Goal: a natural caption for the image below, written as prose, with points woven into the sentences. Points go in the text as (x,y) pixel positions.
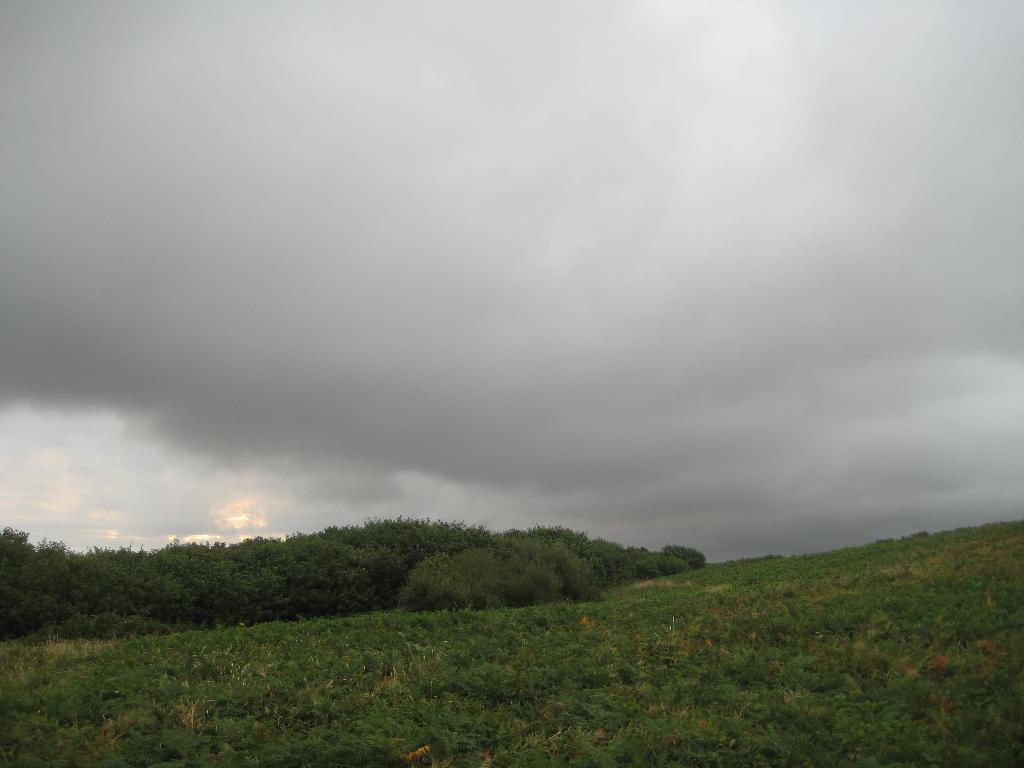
In this image, we can see some trees (340,551) and plants (551,671). There are clouds (587,467) in the sky (609,515).
